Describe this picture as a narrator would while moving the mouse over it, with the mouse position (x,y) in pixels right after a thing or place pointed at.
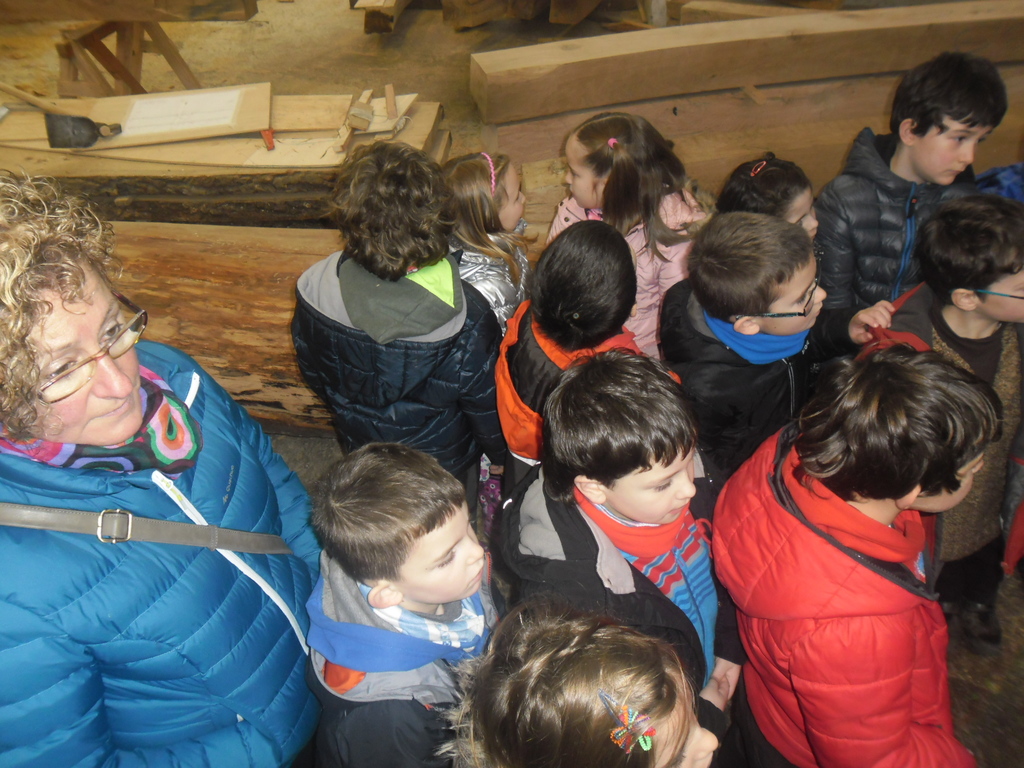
In this image we can see people (616,160). In the background (565,141) there are wooden logs (505,133).
